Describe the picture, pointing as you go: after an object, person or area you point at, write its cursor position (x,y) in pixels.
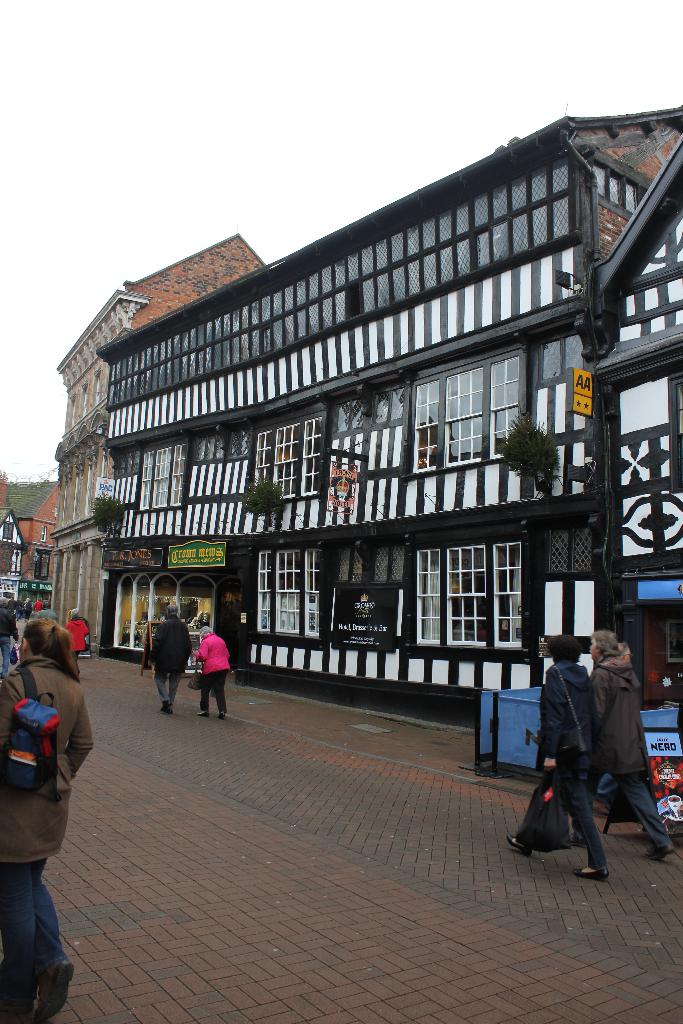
In this image I can see few people (54,700) are holding bags (533,832) and walking on the road (481,818). Back Side I can see buildings (457,402) and windows (474,445). I can see stores (194,584), boards (186,557) and trees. The sky (61,324) is in white color.
